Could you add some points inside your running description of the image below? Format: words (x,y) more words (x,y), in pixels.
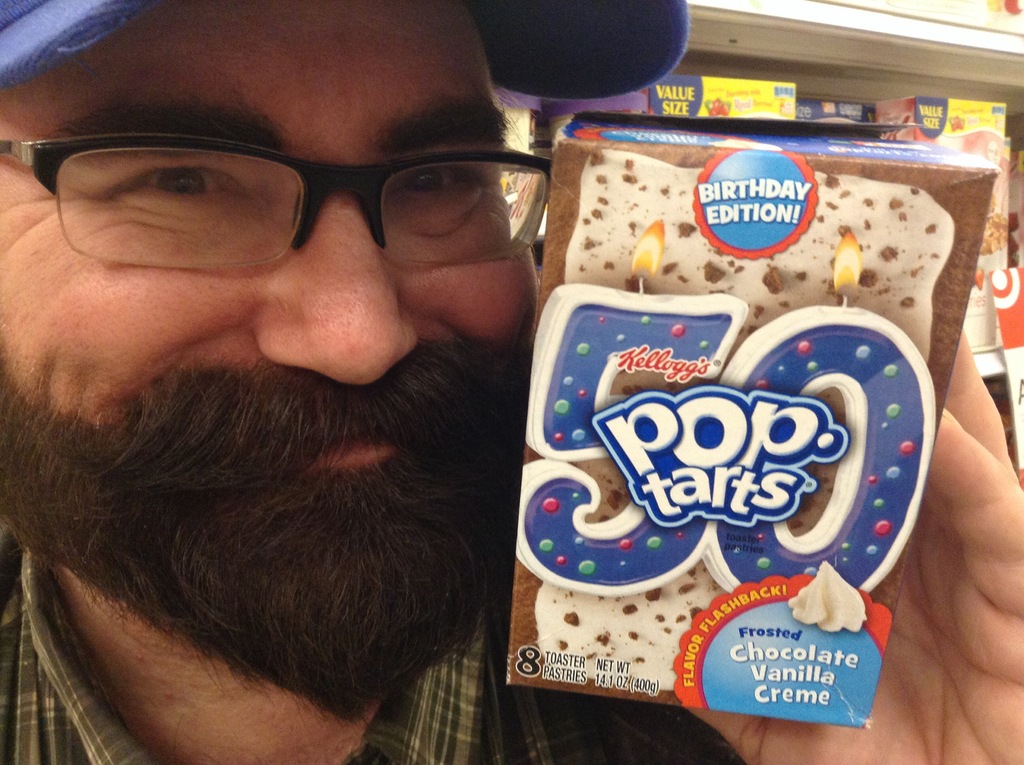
In this picture we can see a man (407,411), he wore spectacles (298,166) and a cap (56,39), and he is holding a box (642,454), in the background (553,105) we can find few more boxes (884,111) in the racks (952,80).
